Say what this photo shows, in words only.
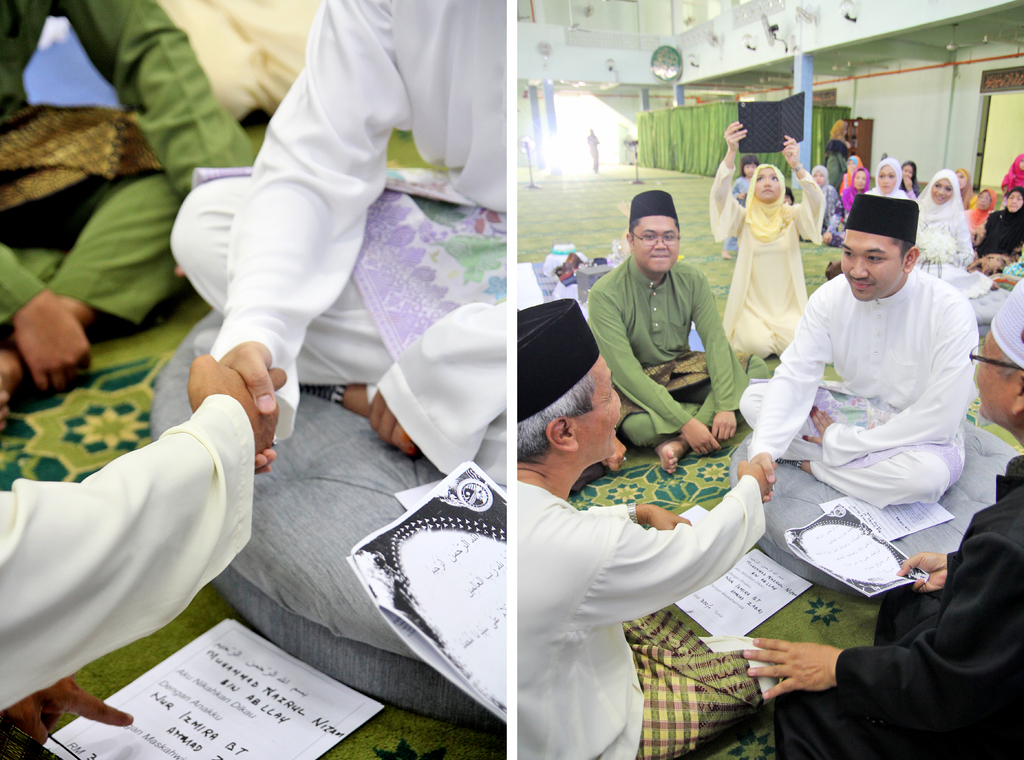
In this image I can see the image is edited and collage.
